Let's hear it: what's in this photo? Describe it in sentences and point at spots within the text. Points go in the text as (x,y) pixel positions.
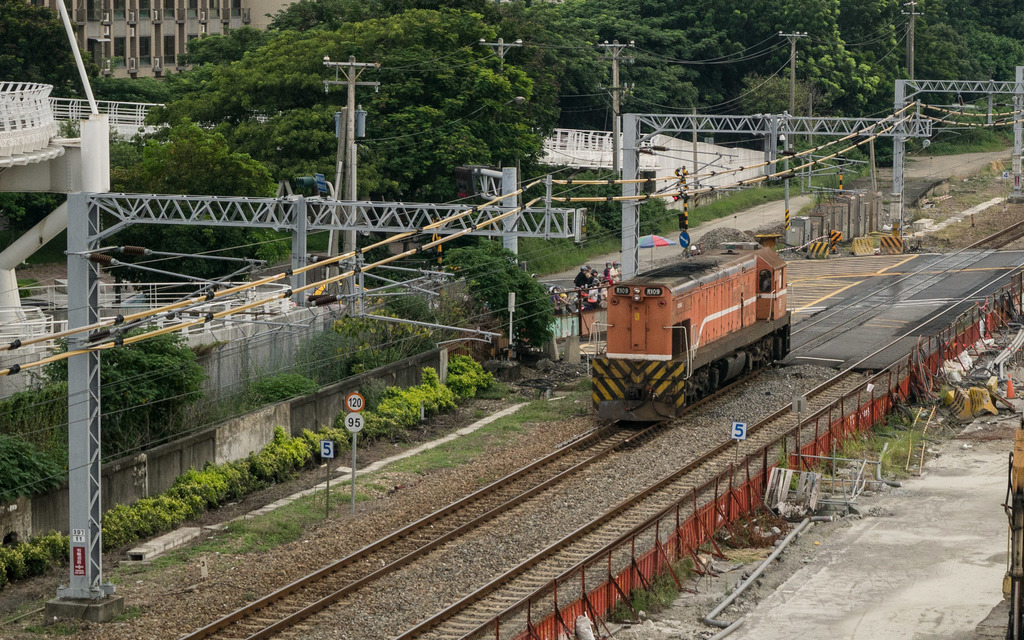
In this picture there is an engine (772,298) on the tracks (494,499) in the image and there are trees (128,428) and buildings (118,27) in the background area of the image (628,85), there are poles (498,48) in the image and there are tracks (460,506) at the bottom side of the image (608,439), there is a boundary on the left side of the image (309,419).
